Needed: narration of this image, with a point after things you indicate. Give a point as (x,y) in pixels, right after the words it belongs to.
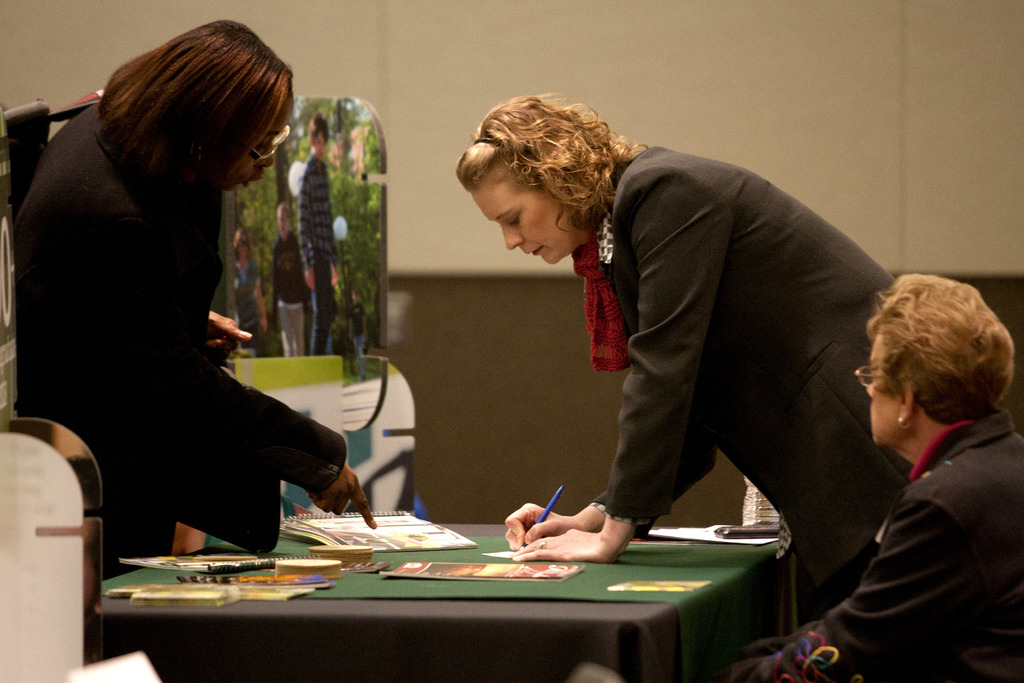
In this picture there are three women (720,436) two women (842,470) are standing and one woman (943,525) is sitting. There is a table (652,551) on which a green mat (453,590) is placed and the books (364,544) are also there. In the background (463,327) there is a wall (474,62) with white color. The woman (971,451) to the right (979,451) is wearing a black coat (983,486). The woman (49,152) to the left (78,134) is pointing at the table (567,676).
